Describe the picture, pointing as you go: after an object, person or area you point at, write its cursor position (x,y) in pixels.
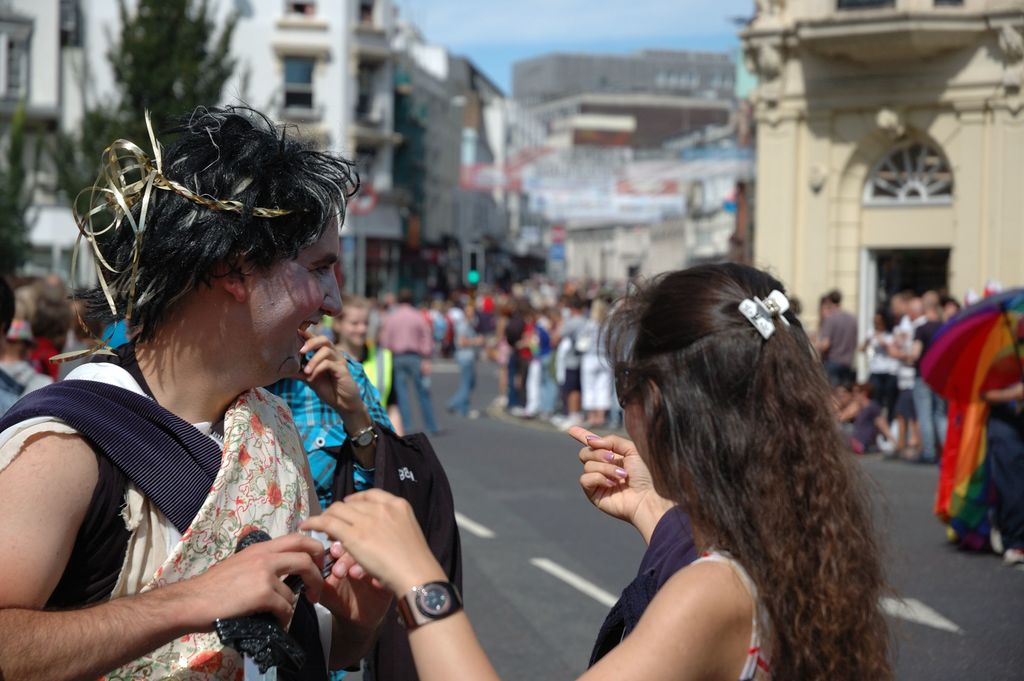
In this picture we can see group of people (531,410), on the right side of the image (1010,387) we can see a person (1004,526) and the person (1005,455) is holding an umbrella (933,352), in the background (778,233) we can see few buildings (777,195), hoardings (669,165) and trees (132,107).
